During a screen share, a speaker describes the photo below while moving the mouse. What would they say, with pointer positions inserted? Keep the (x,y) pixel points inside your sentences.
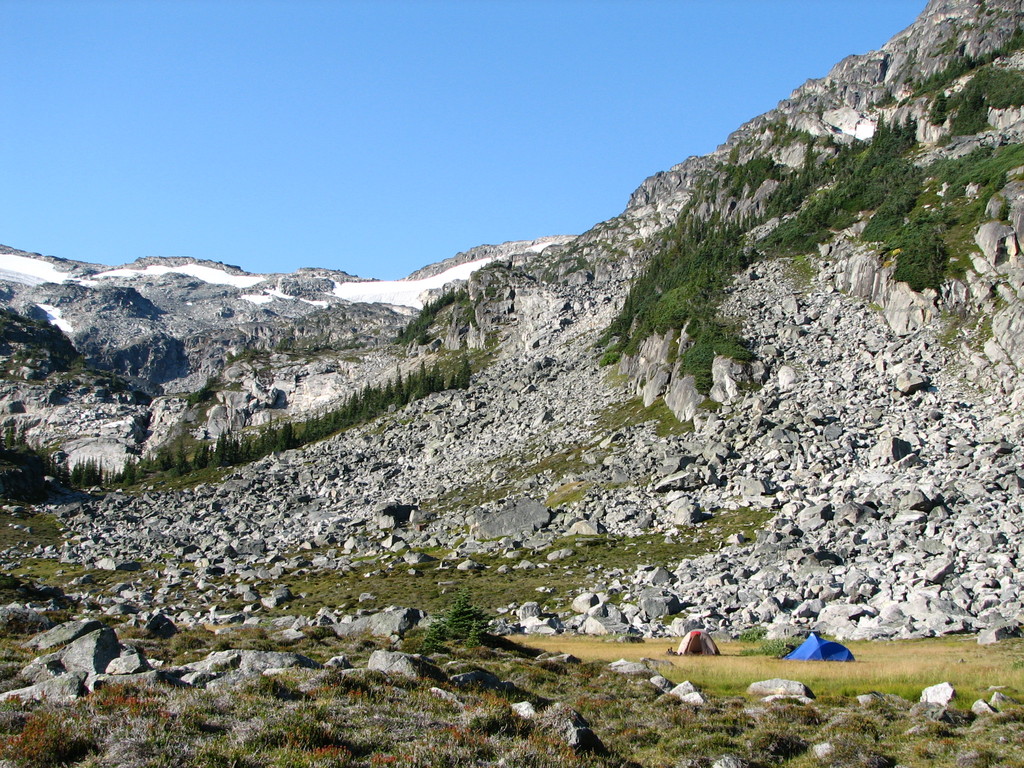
In this image in the front (457,671) there's grass (465,696) on the ground (432,700) and in the center (418,482) there are stones (459,452). In the background (285,277) there are trees (668,260) and there are mountains (604,241).
